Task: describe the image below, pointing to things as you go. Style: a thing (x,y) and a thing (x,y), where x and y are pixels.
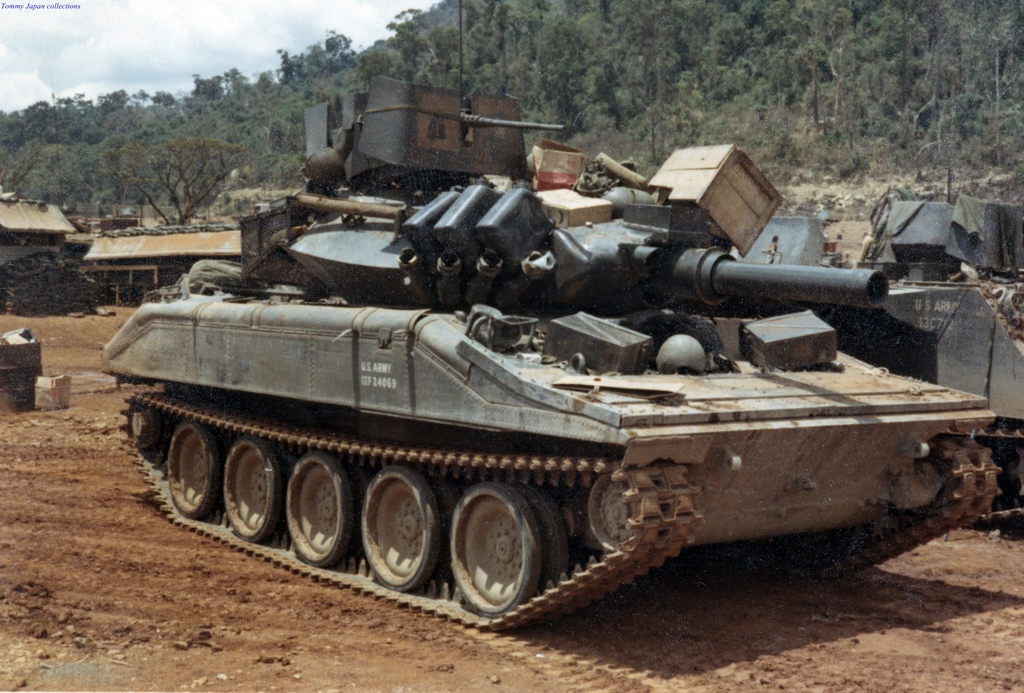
In this image I can see the military tanker (548,358) on the ground (233,592). To the side I can see the sheds (163,251). In the background (320,61) I can see many trees (10,146) and the sky (120,56).
